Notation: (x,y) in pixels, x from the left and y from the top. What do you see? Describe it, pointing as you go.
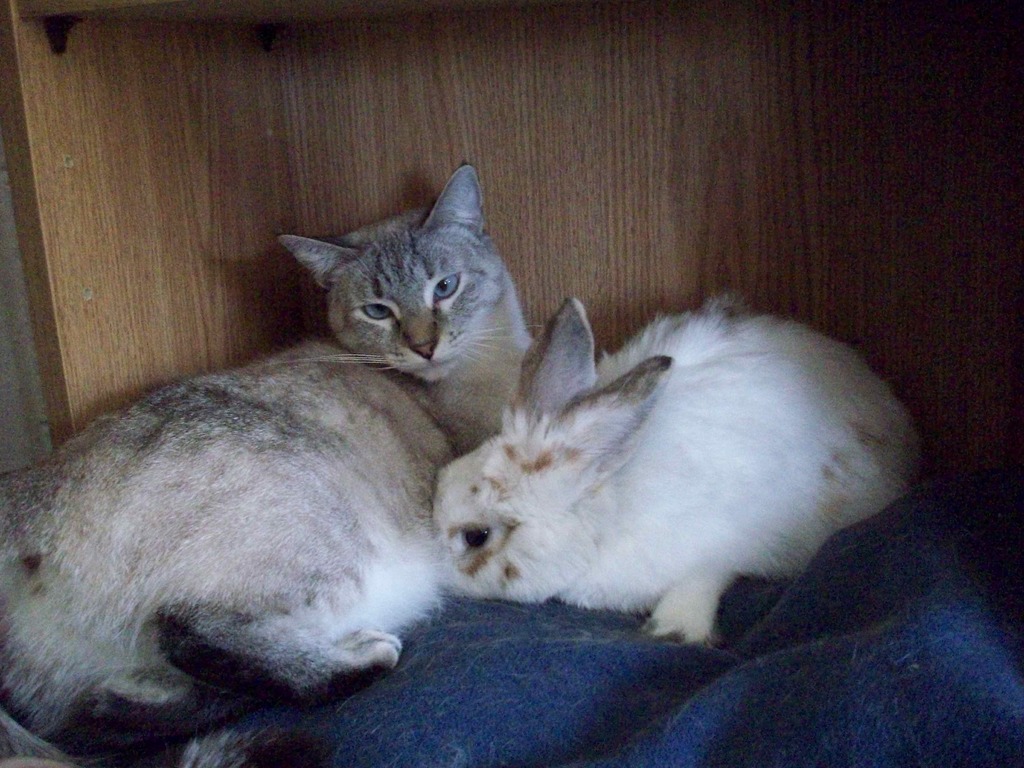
In this picture we see a cat (225,501) and a rabbit (716,316) sitting in something.
